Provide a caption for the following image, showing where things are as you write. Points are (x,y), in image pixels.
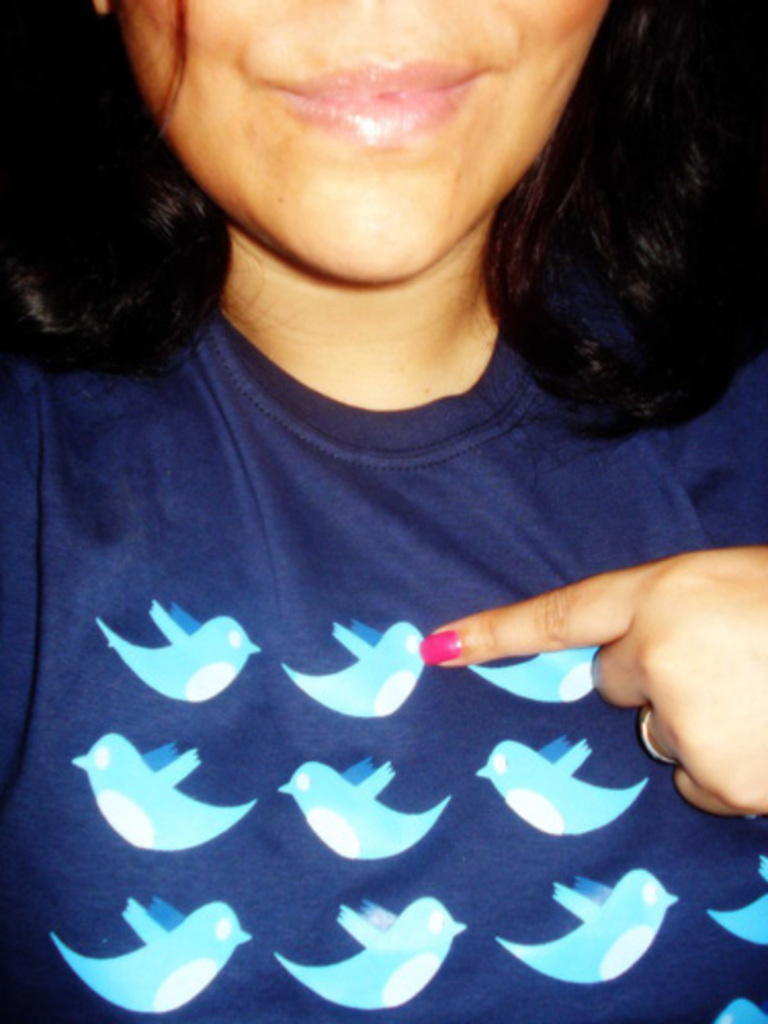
In the image there is a woman (463,209) in navy blue t-shirt (464,468) with bird images (329,679) on it.
